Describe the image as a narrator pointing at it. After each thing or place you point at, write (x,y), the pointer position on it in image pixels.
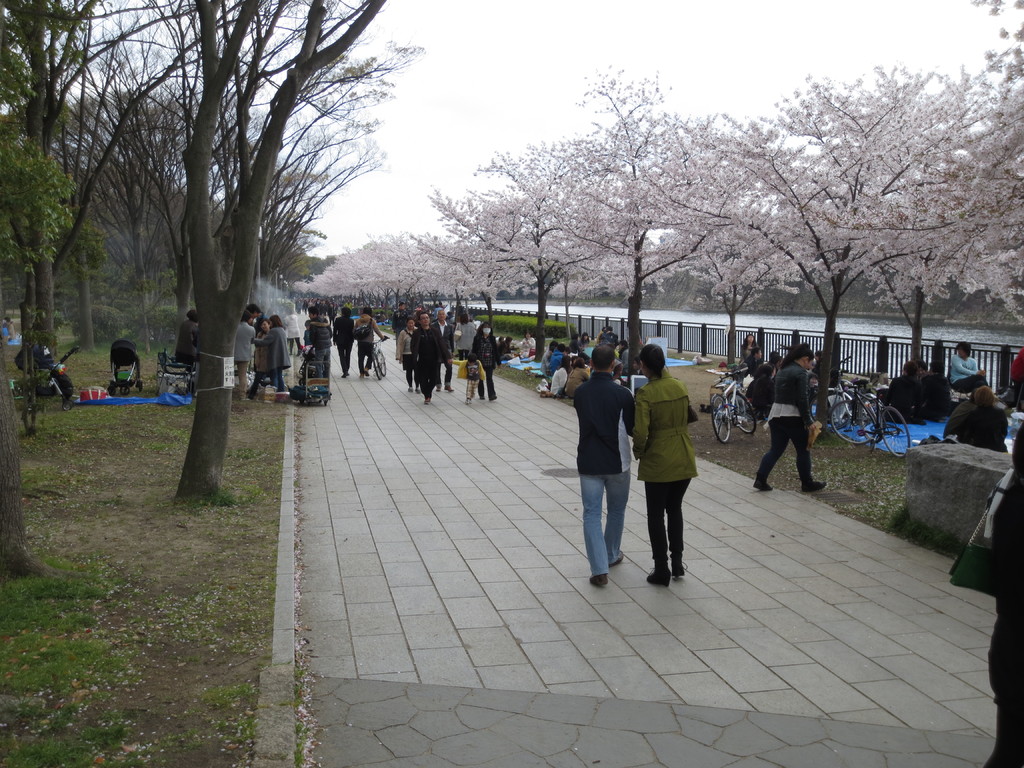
In this image, we can see trees (308,219), plants (29,425), grass (83,445), few people (1018,554), bicycles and vehicles (311,357). Here in the middle of the image (427,380), few people (659,484) are walking through the walkway (434,447). Background we can see railings (627,327), water (695,317) and sky (595,57).
